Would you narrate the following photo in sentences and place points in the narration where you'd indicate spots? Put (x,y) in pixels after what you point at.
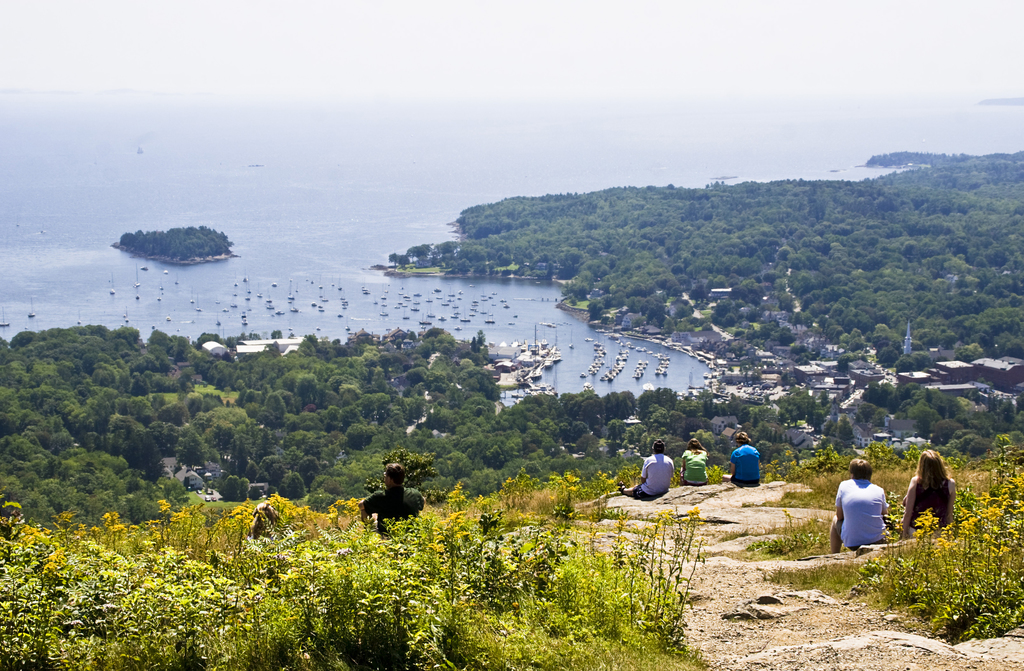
The picture is a aerial view of a town (691,336). In the foreground of the picture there are plants (432,567), shrubs (1002,597), stones (765,510) and people (667,479) sitting. In the center of the picture (640,237) there are trees (138,423), buildings (901,376) and ships (555,351) in the water (364,302). In the background (585,124) there is water (330,118). Sky (484,52) is clear and it is sunny.
